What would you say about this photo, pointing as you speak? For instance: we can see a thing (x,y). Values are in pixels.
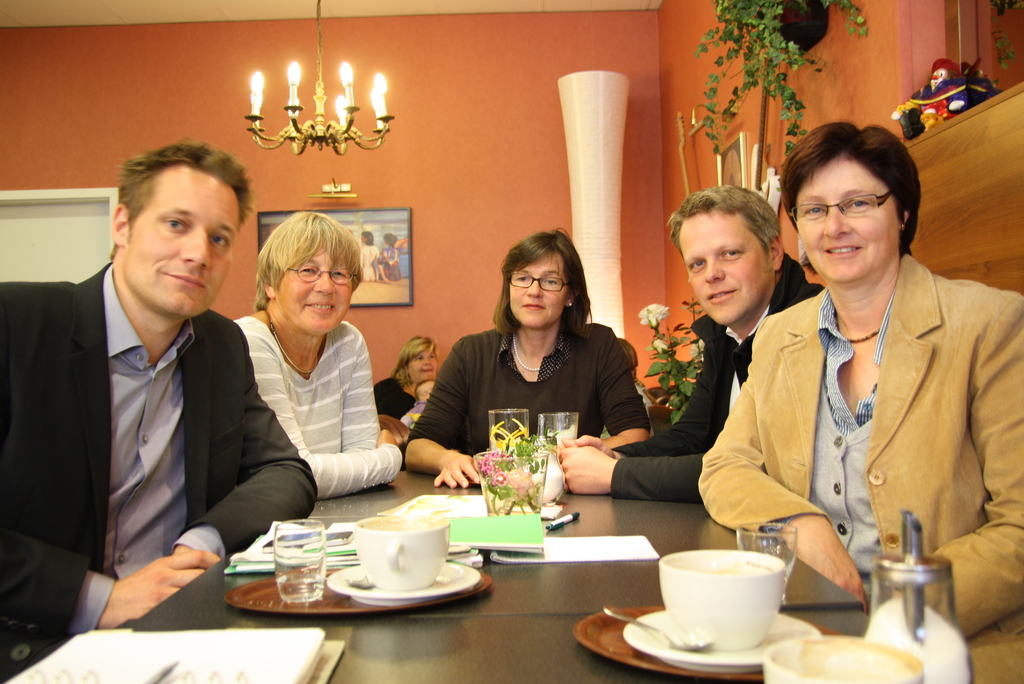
This picture shows a group of people (550,249) seated and we see few cups (701,610), glasses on the table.
